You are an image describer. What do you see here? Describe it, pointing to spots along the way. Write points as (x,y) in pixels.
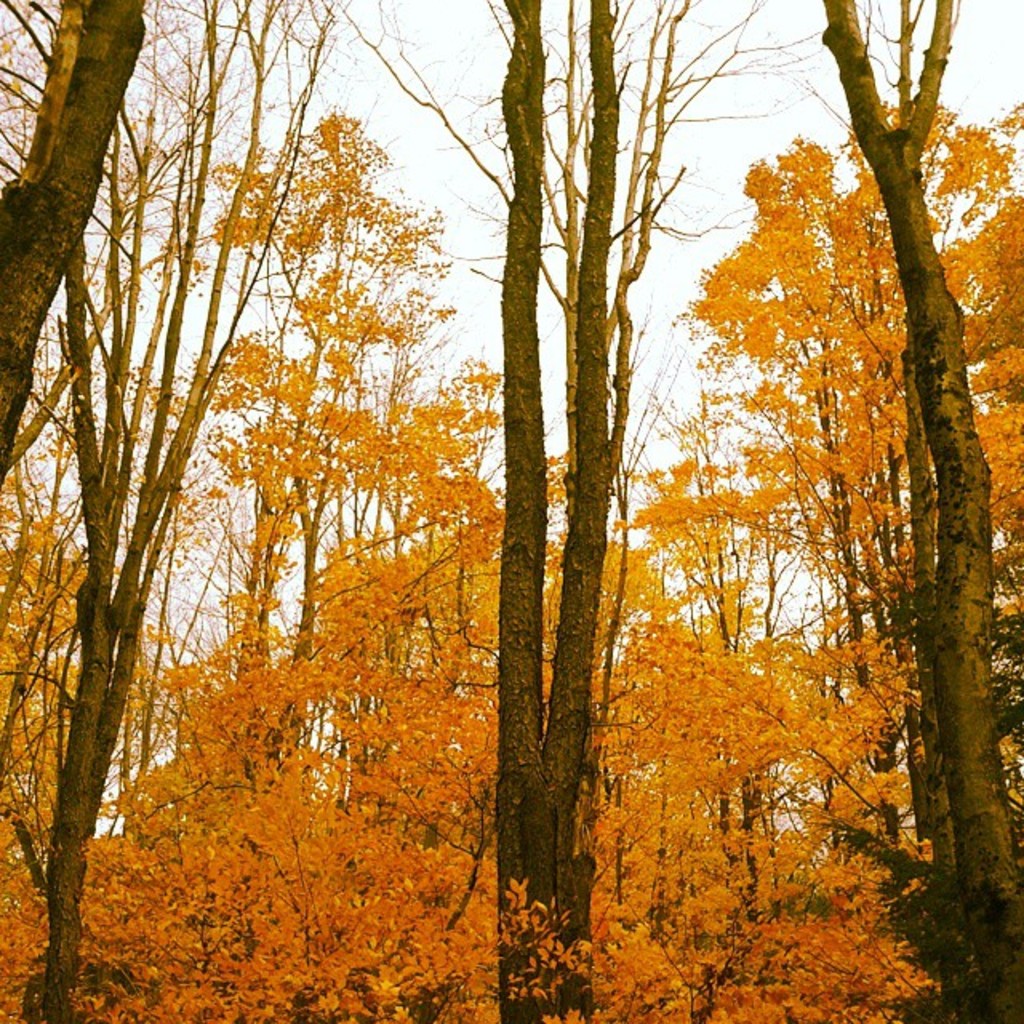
In this image we can see the trees (591,568). In the background (677,211) we can see the sky (701,226).
